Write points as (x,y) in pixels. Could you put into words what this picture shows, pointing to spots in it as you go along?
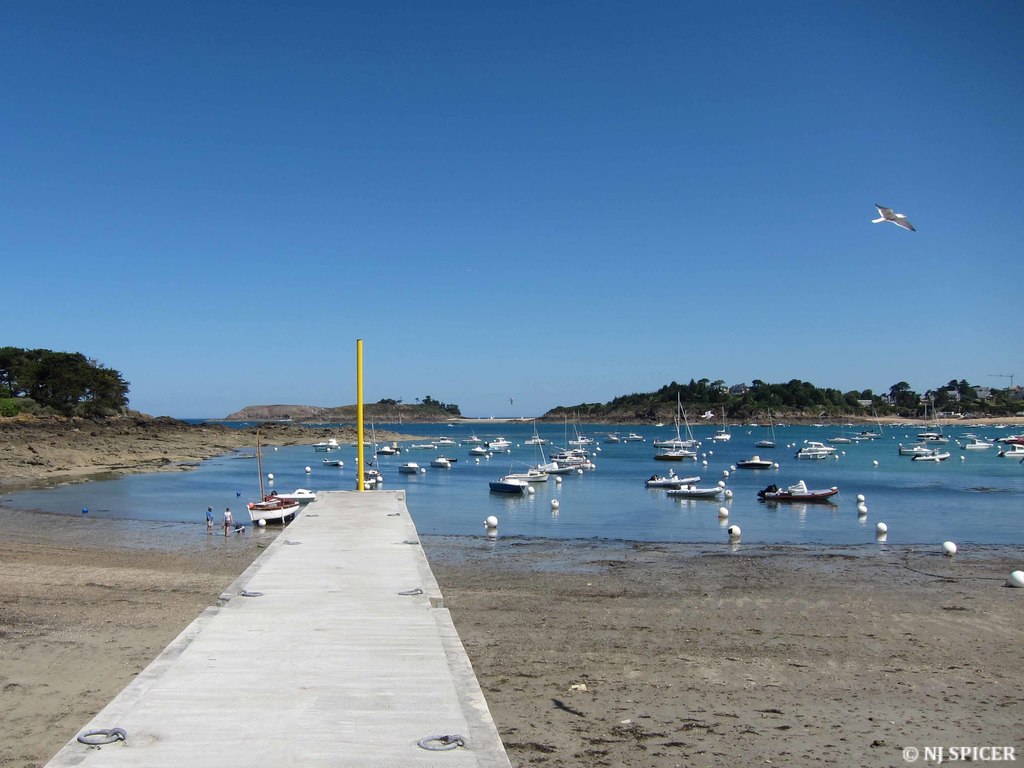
In this image there are boats (662,484) in a river (539,494) and there is a path (327,667), in the background (365,409) there are mountains (422,414) and trees (801,403) and a blue sky (685,80).
